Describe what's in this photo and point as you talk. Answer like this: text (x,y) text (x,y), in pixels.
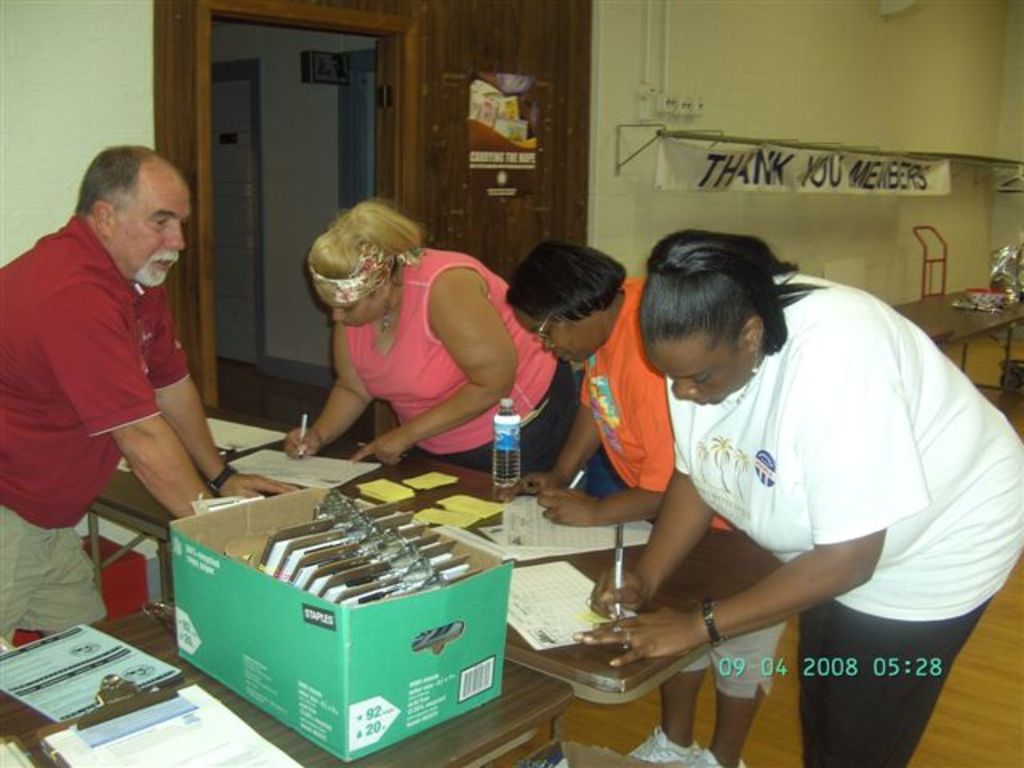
In the image, there are total four people (459,428) three women (436,400) and a man (193,431) is standing in front of him there are some papers (520,546) on the other side there are total three women (638,447) they are signing on that papers (590,533), there is a box (324,494) and there are some things (382,568) inside the box (402,666) behind these women (896,405) there is another table (975,317) and to the right side (747,180) to the wall (745,133) there is a banner (705,163) with "thank you members" beside that there is a door (339,143).
